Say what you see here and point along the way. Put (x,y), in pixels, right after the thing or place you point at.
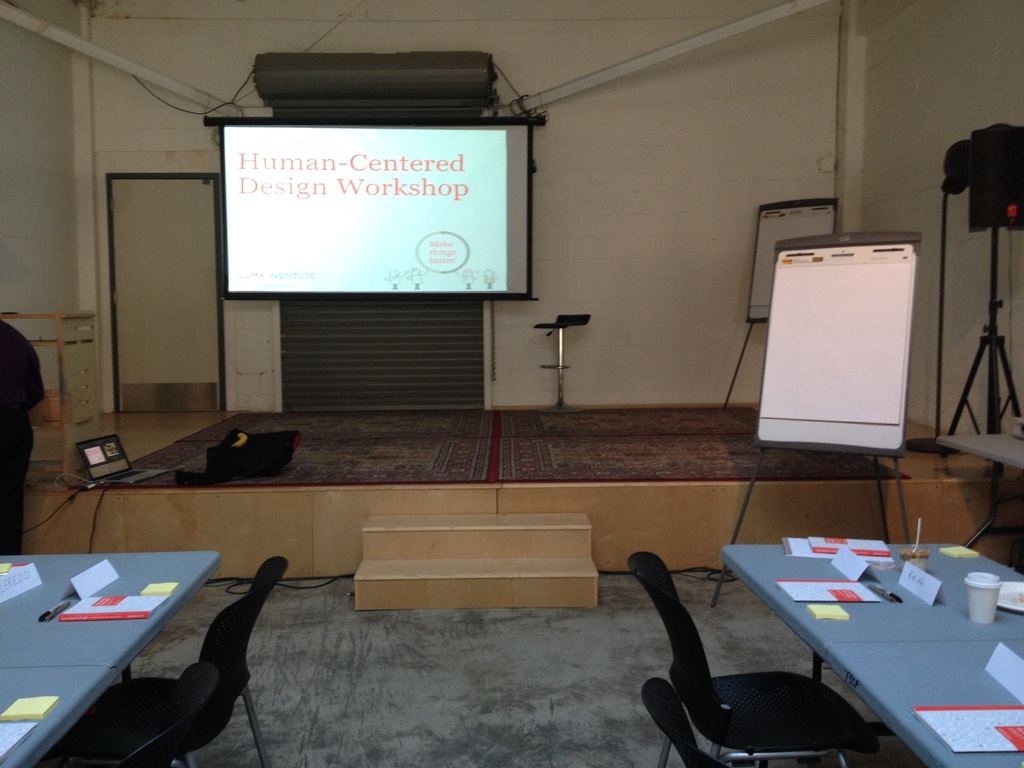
This picture is an inside view of a room (608,432). At the bottom of the image (338,622) we can see the floor (466,700), chairs (677,661), tables (36,759). On the tables (916,623) we can see the boards (1018,669), papers (20,734), files (1011,717), pen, glass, books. In the background of the image (111,324) we can see the wall (679,167), door (174,329), screen (340,278), boards (857,410), laptop (108,479), stage (504,501), stairs (558,533), stands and a person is standing.
